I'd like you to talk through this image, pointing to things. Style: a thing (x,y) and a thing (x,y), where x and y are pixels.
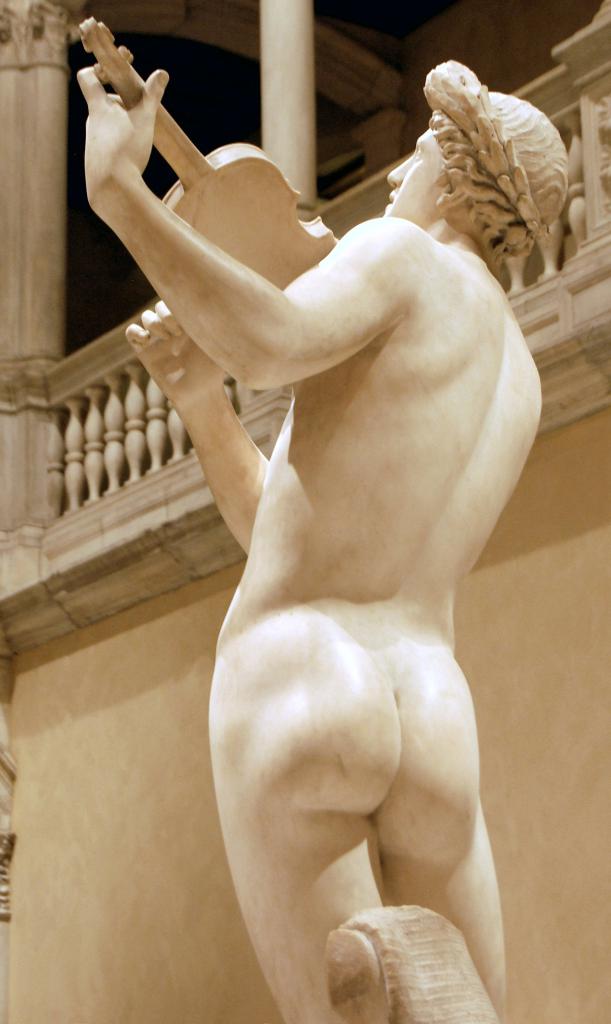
In this image we can see a statue (273,761) of white marble (316,278).
